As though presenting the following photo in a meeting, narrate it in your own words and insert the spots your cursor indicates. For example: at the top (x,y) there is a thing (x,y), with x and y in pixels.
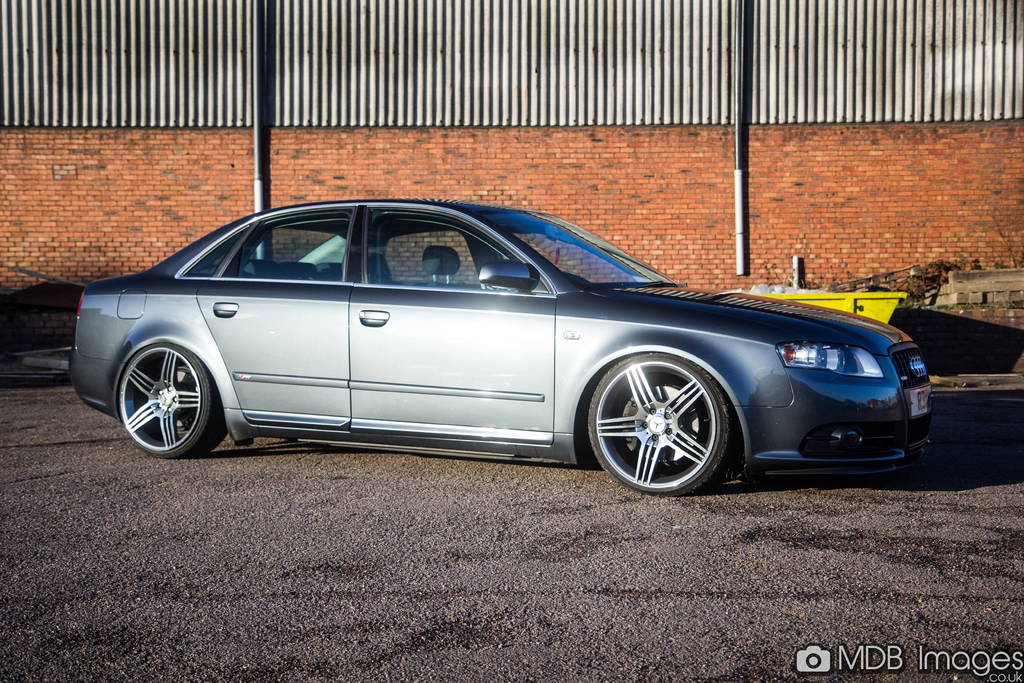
In the image there is a car (456,382) on the ground (400,551). Behind the car (513,365) there is a brick wall (354,151) and also there is iron wall (761,112). And also there is a yellow color object (828,306). In the bottom right corner of the image (810,659) there is a camera symbol (828,656) and a name (867,658).
